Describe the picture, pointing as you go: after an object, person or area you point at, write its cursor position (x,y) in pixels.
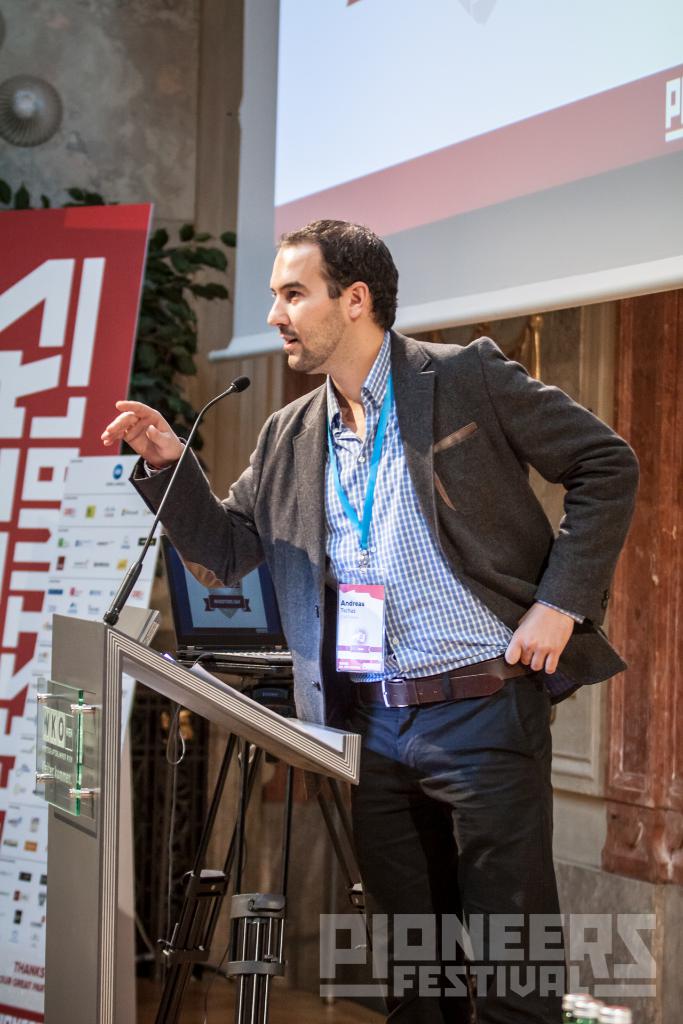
In the image we can see a man (486,544) standing, wearing clothes (389,542) and identity card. In front of him there is a podium (121,662) and this is a microphone (155,524). This is a poster (77,319), plant (157,305), projected screen (573,93) and a watermark (544,940).
